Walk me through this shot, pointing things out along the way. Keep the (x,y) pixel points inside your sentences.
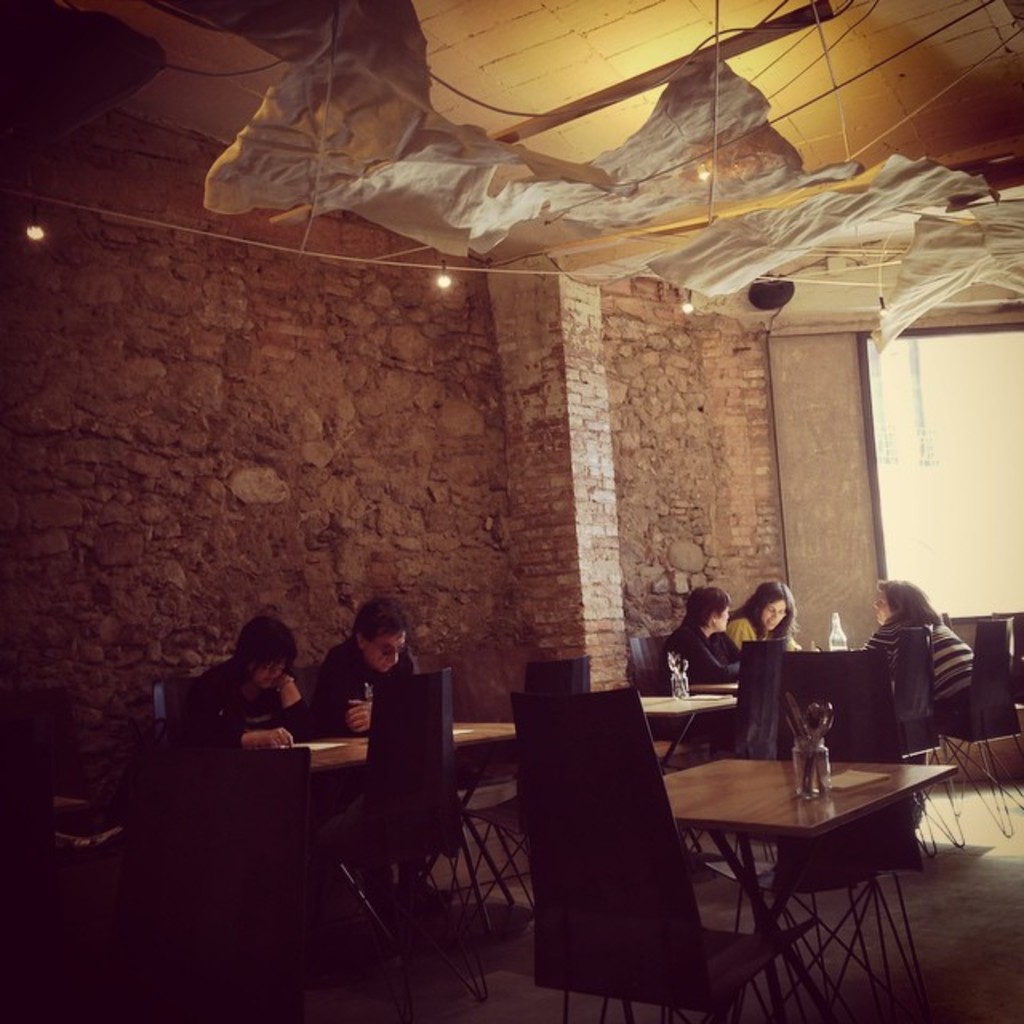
people (946,657) are sitting on the chairs (748,648). behind them there is a brick wall (475,468).
